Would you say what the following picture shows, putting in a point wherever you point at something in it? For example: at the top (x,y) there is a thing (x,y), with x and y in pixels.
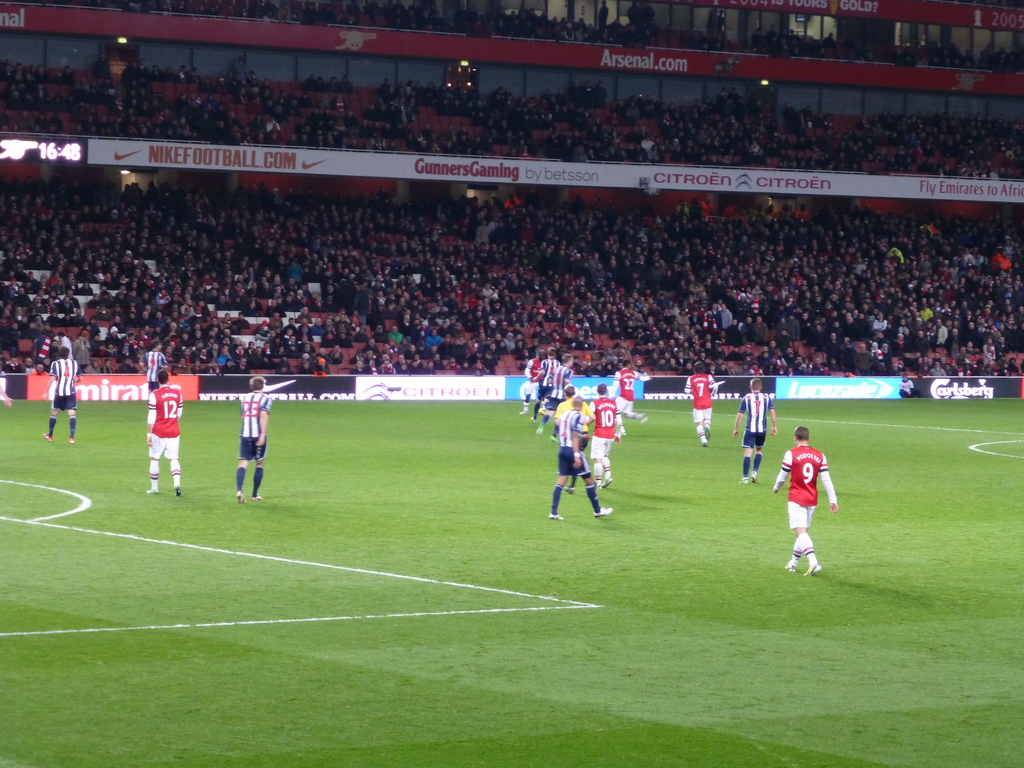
In this image I can see the group of people (556,389) are standing on the ground (468,552). These people (253,448) are wearing the red, white and blue color jerseys (565,437). In the background (395,394) I can see the board (455,392) and many people (427,309) are sitting on the chairs (385,323). These people (507,282) are wearing the different color dresses (507,282). I can also see the lights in the top (460,66).
